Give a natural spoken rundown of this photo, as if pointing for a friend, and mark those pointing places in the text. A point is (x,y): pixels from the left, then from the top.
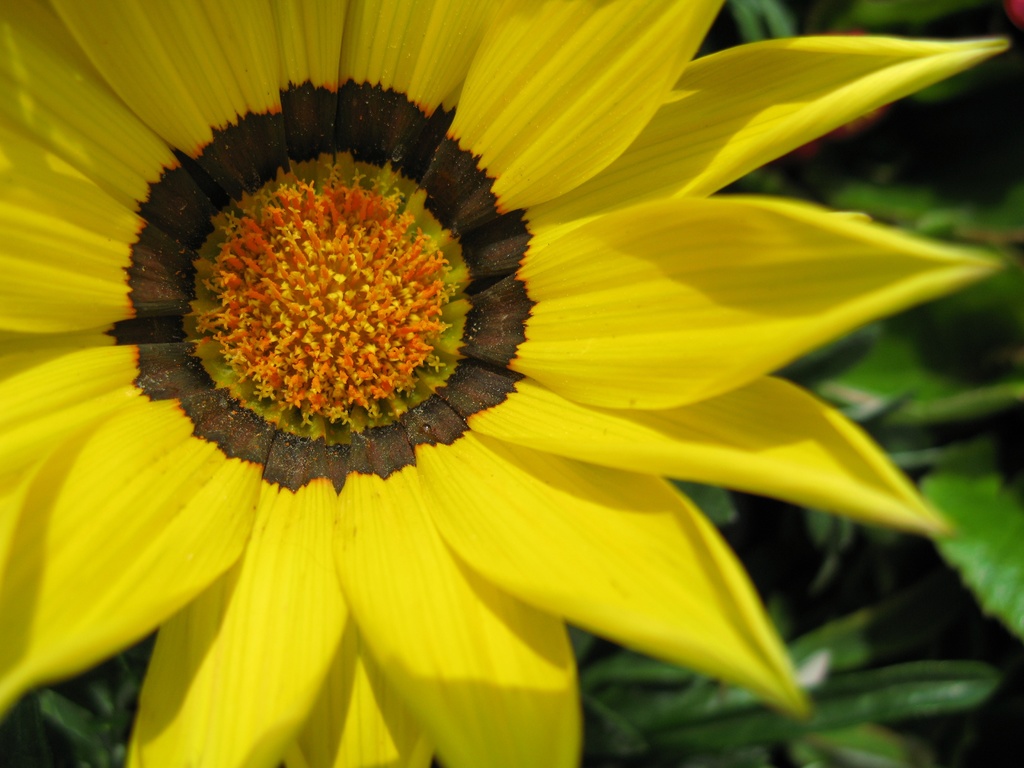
In this picture we can see a flower (374,317) and behind the flower (432,320) there are leaves (834,645).
